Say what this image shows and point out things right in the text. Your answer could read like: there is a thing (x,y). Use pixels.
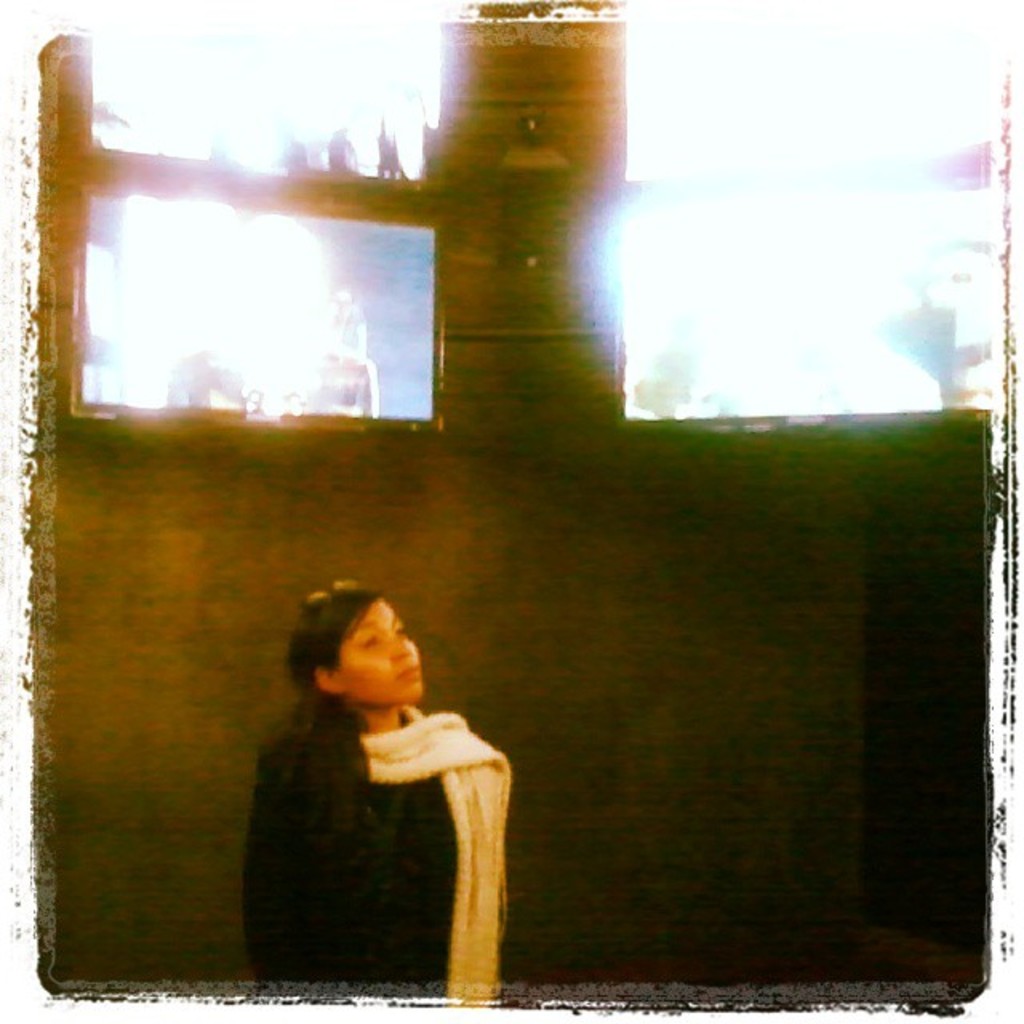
In this image we can see a woman (374,823). She is wearing black color dress (406,892) with white scarf (465,751). Behind her walls (505,933) and screens (115,90) are there.
